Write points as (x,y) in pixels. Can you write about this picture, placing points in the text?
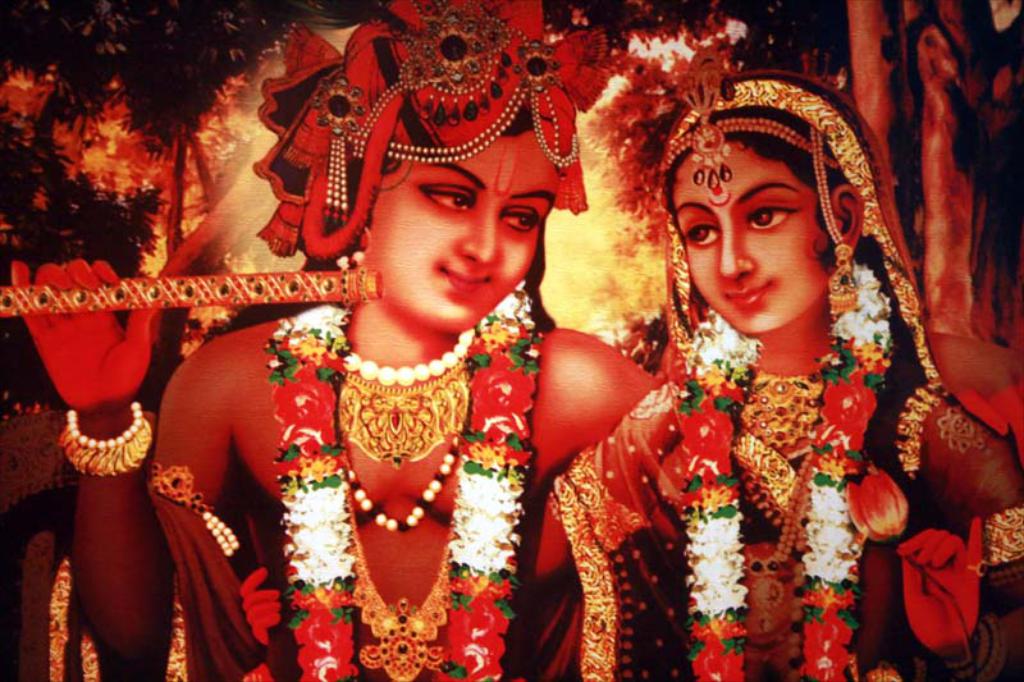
This picture contains the painting (536,336) of the lord Radha (699,255) and Krishna (443,343) who is holding a flute (374,295) in his hand (80,356). They are wearing garlands (693,483). Behind them, there are trees (887,129) and this picture might be a photo frame (29,355).
